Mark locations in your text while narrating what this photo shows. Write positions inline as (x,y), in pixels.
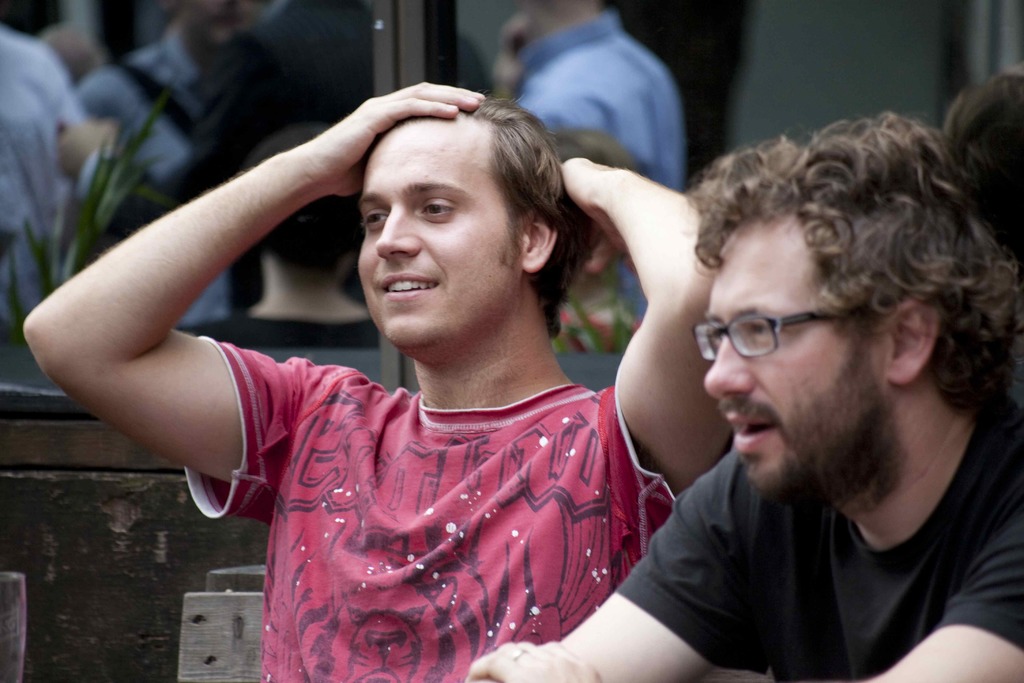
In the image we can see there are people (243,245) sitting and some of them are standing, they are wearing clothes (960,498). The right side man (824,562) is wearing spectacles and finger ring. Here we can see the leaves (100,222) and the background (30,244) is blurred.
